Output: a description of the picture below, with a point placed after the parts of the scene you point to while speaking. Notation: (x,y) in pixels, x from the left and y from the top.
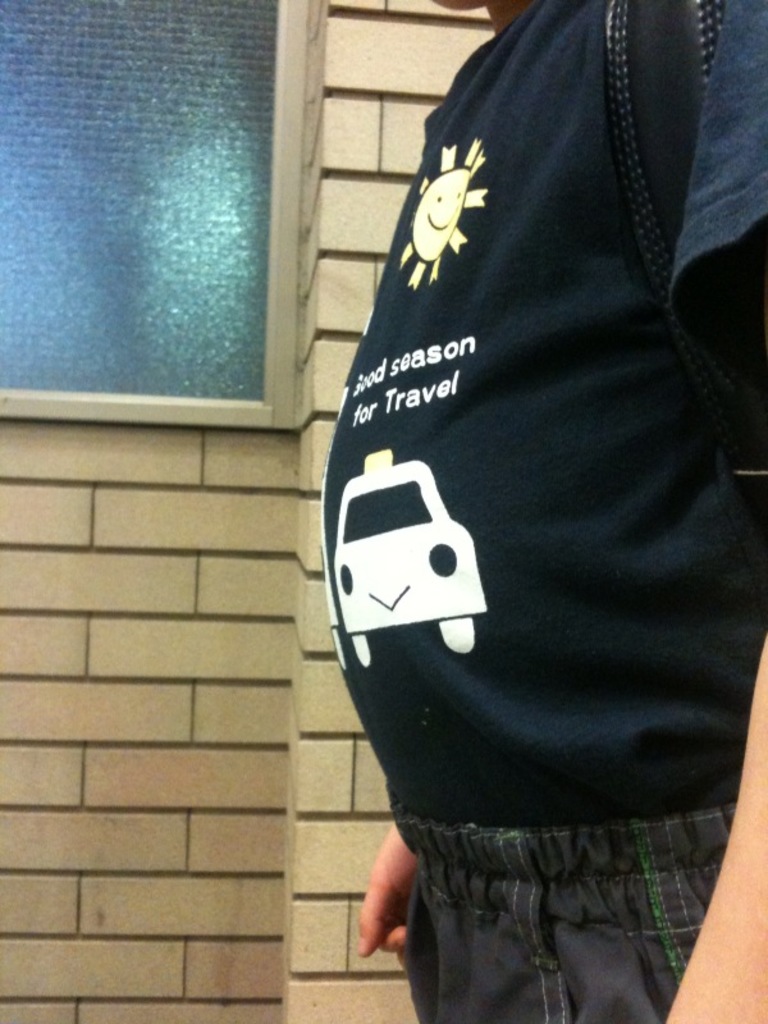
In this image there is person (475,444) standing on the floor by wearing a bag (640,159). At the back side (189,735) there is a wall (315,267) with the glass window (202,279).
